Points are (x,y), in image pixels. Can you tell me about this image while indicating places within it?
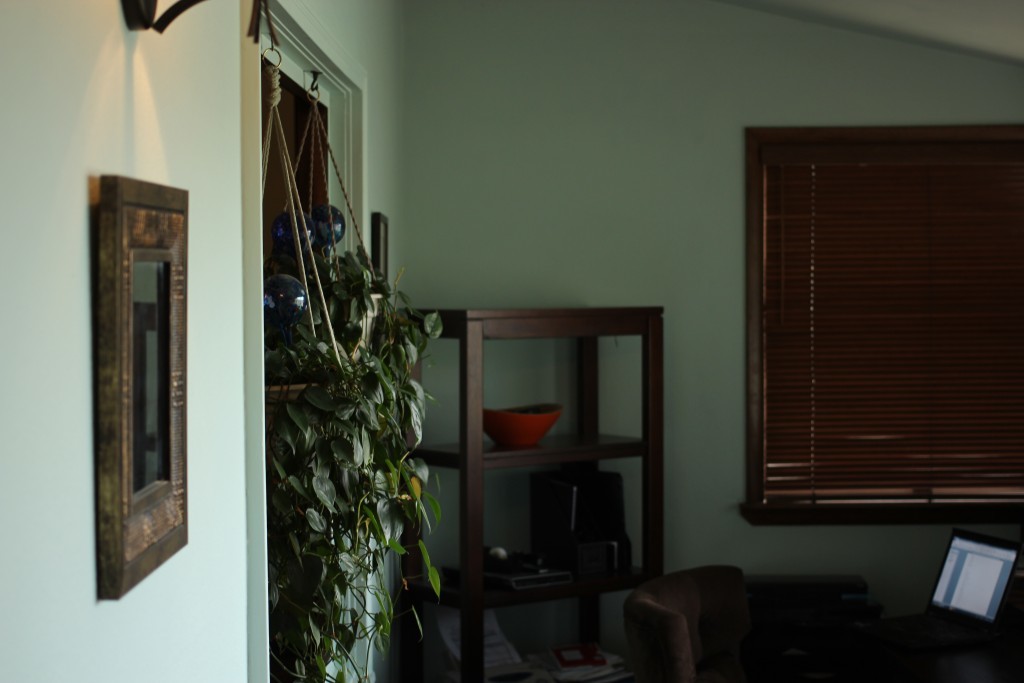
In the center of the image (583,273) there is a wall (511,128), sofa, table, laptop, bowl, speaker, window blind (942,262), photo frames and a few other objects (582,663). And we can see plants (338,462) are tied to the hooks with the help of a rope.
